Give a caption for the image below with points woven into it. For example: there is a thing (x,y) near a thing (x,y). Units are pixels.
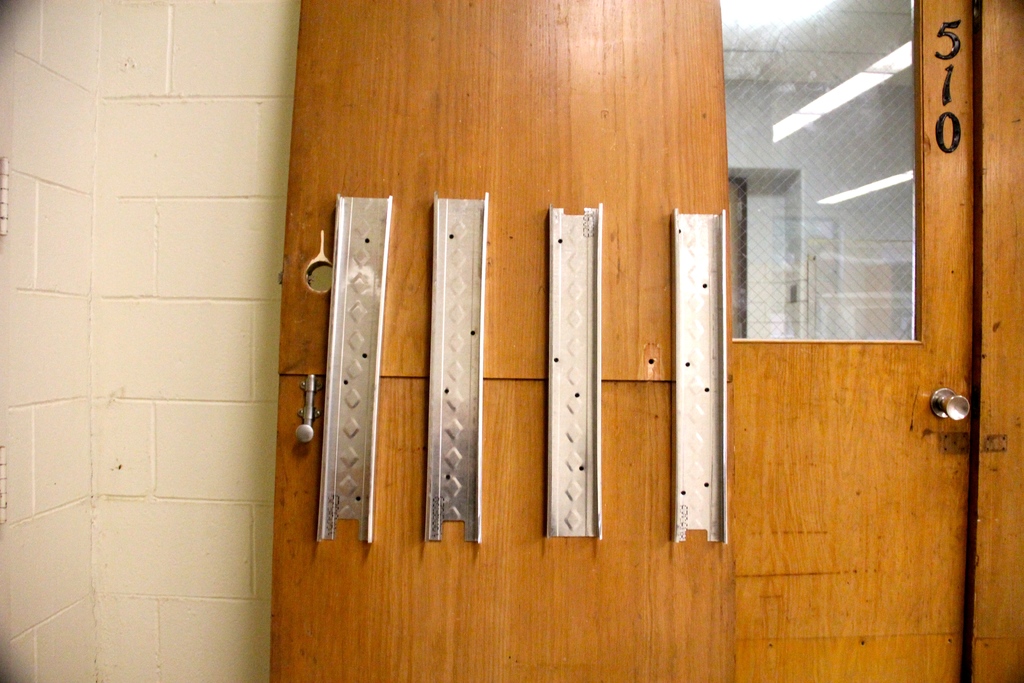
In the foreground of this image (435,579), it seems like a wooden door (419,528) on which there are few metal objects (565,382). On the left (111,336), there is a wall (103,278). On the right (909,476), there is another wooden door (908,410).
